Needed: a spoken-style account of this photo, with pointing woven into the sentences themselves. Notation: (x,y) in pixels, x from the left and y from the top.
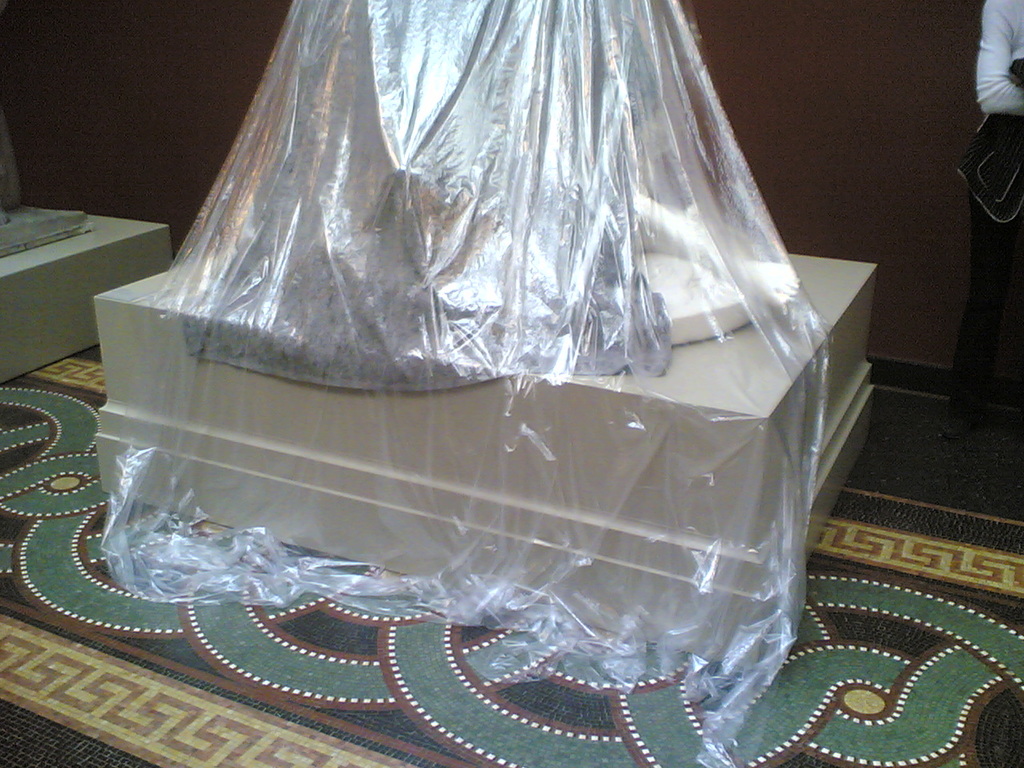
In this image we can see a statue (528,341) on the stand (602,394) which is covered with a cover (720,583) placed on the surface (473,652). On the left side (65,347) we can see the stand (103,291). On the right side (1008,177) we can see a person (1008,192) standing. We can also see a wall (916,298).
